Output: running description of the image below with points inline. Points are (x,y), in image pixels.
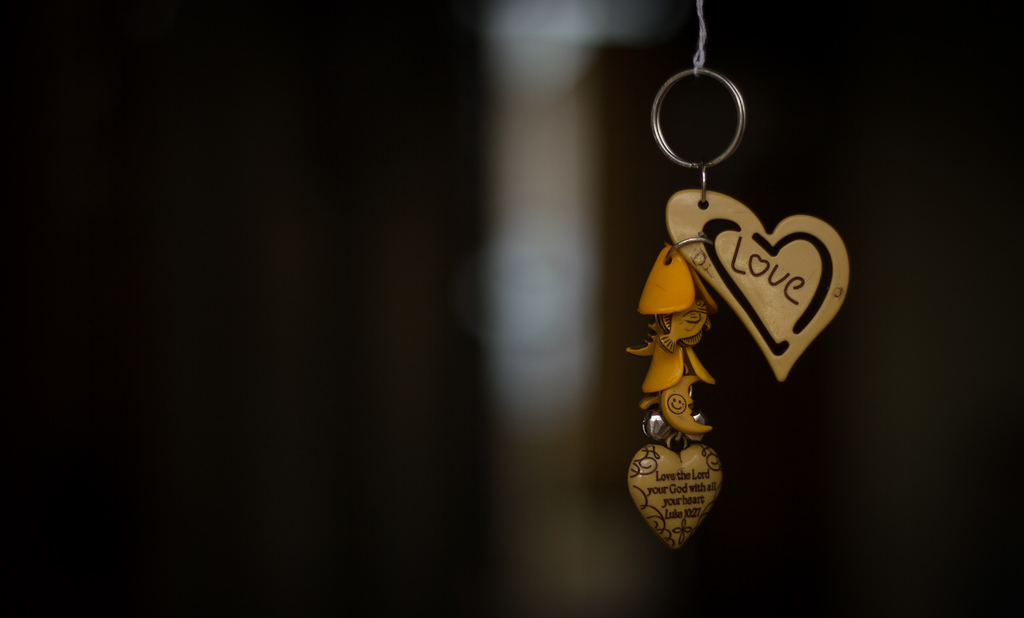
In the image we can see there is a keychain (665,289) which is in heart shape and its written "Love" on it.
